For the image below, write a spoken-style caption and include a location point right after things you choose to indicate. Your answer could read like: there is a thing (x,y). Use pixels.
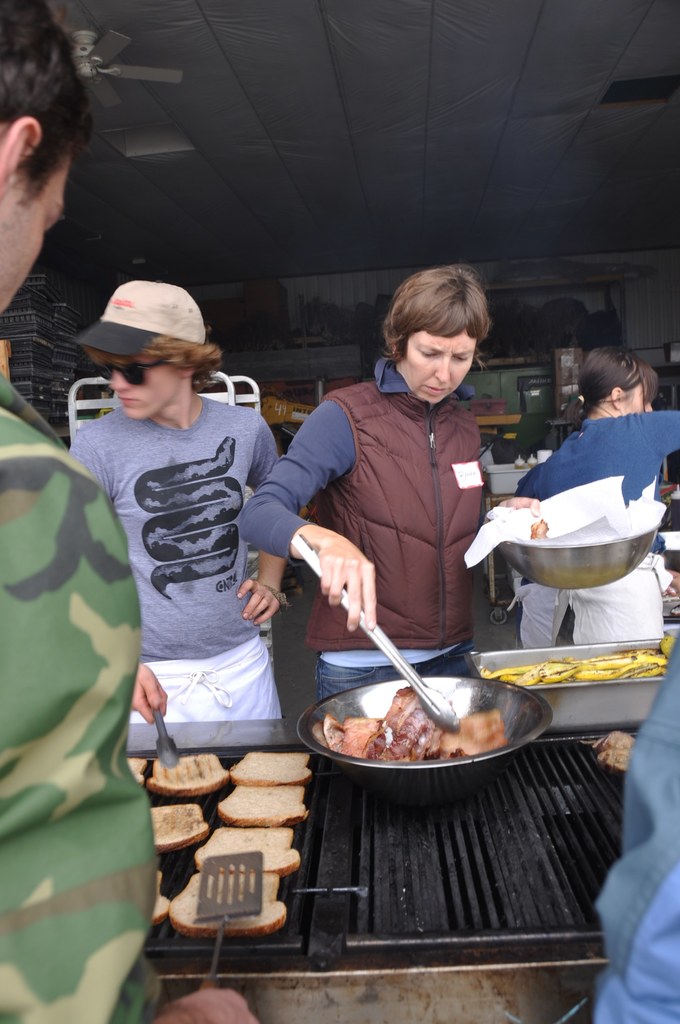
In this image I can see a woman (375,480) wearing blue shirt (319,485), brown jacket (370,510) and jeans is standing and holding tongs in her hand (368,598) and a container (618,568) in her other hand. I can see a grill (554,813) in front of her and a person (116,759) wearing green dress (40,635) is holding a spatula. In the background (160,472) I can see few other persons (137,444) standing, the ceiling (423,138) and few other objects (478,382).
